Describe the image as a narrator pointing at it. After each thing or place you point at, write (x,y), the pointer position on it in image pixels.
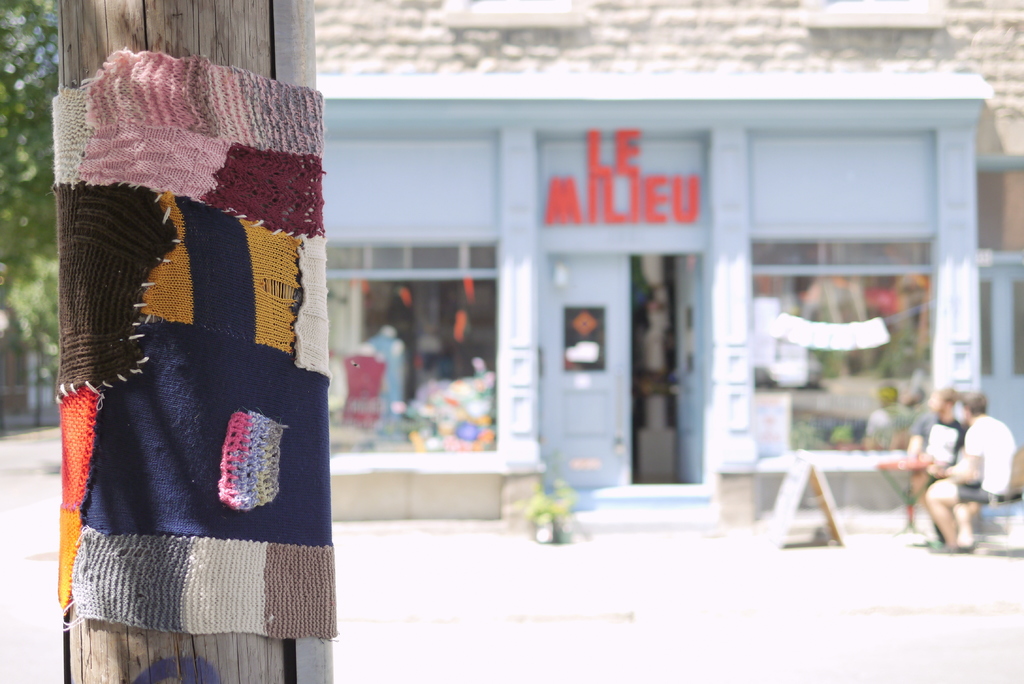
There is a cloth (235,380) tied to a wooden pole (93,63). In the background (471,230) there is a building (811,382) and few people (956,449) are sitting at the right side (931,458) corner. On the left (45,171) there is a tree (45,171).
